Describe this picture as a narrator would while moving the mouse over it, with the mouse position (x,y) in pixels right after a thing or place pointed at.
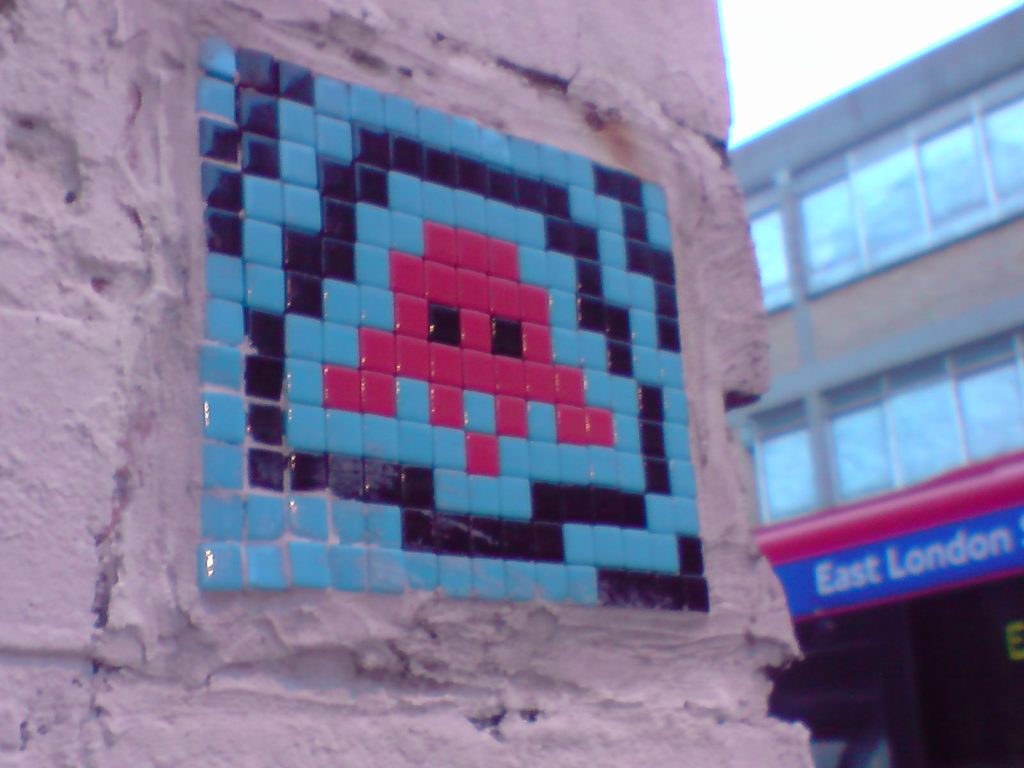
In this picture we can see a wall (270,636) with colorful stones (498,528) on it and in the background (875,465) we can see a building (875,484), sky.
